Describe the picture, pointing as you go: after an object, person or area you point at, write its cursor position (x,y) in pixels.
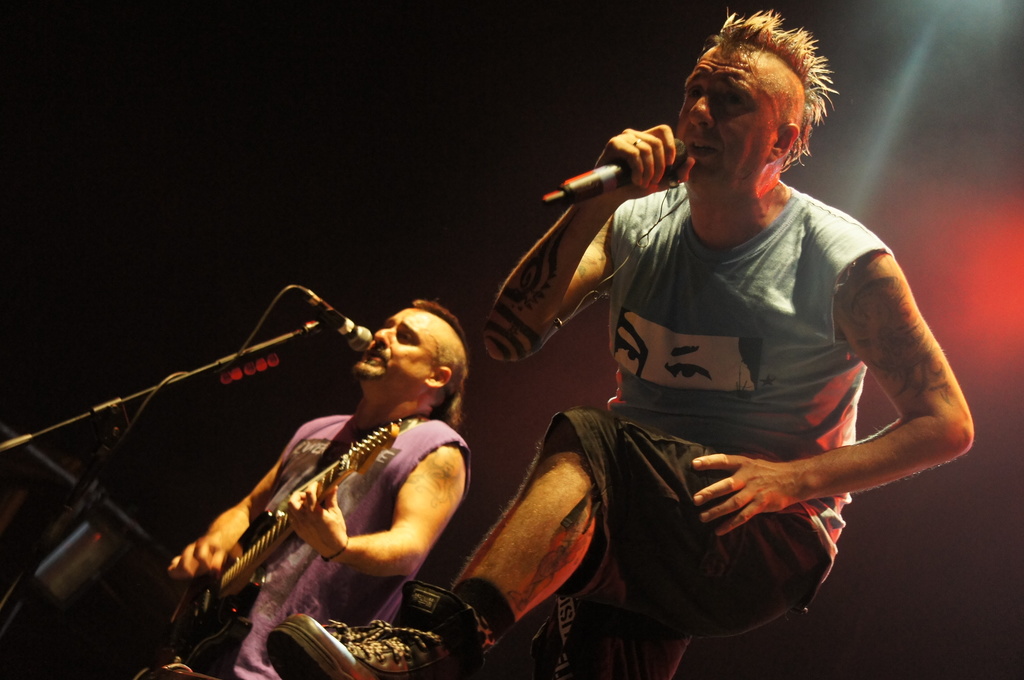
In this image I can see two men (499,343), one is playing guitar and singing song in front of a microphone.
